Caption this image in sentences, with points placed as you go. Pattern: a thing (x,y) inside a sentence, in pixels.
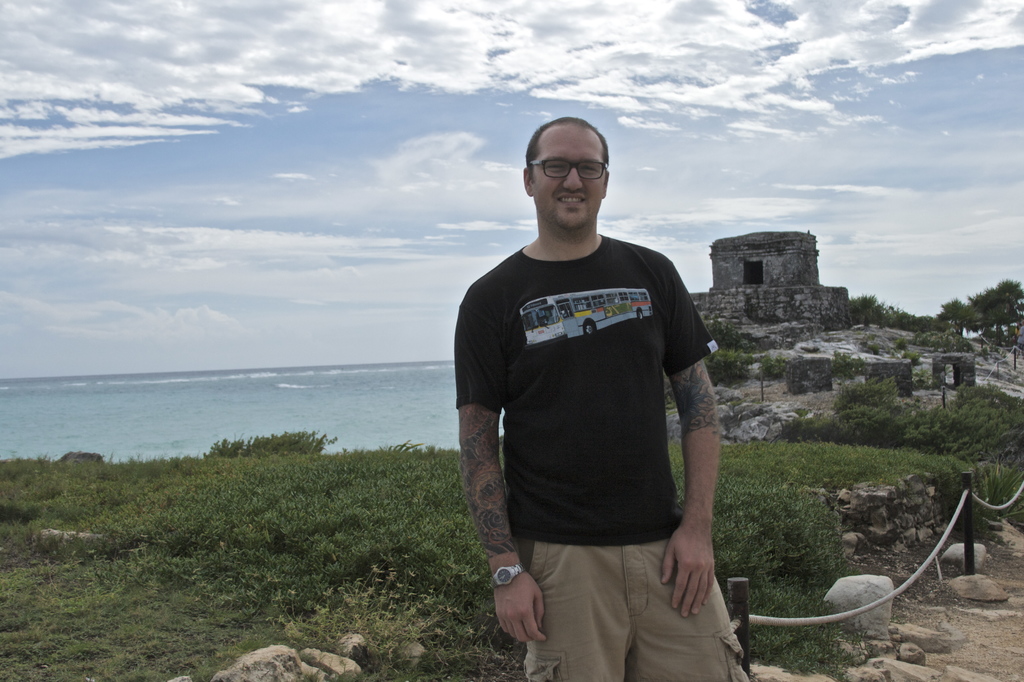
In this image I can see in the middle (492,388) a man (649,536) is standing, he wore a black color t-shirt (638,434) and short (612,603). Behind him there are plants (339,527) and there is water (327,395) at the back side (408,399), on the right side (766,247) there is an old construction (766,302). At the top (552,83) it is the sky (496,78).
